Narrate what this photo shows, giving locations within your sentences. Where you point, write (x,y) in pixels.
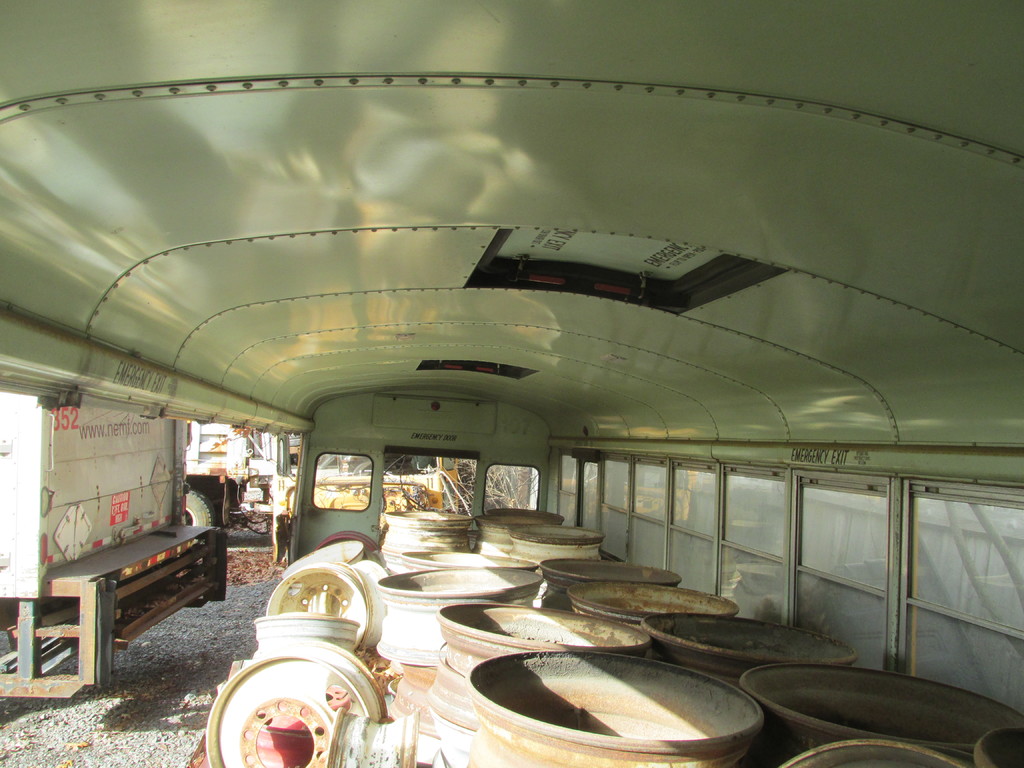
In this picture, it seems like wheel rims (501,624) and other items (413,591) in the foreground area (434,552), there is a truck (135,556) and a vehicle (222,497) in the background (181,487).
